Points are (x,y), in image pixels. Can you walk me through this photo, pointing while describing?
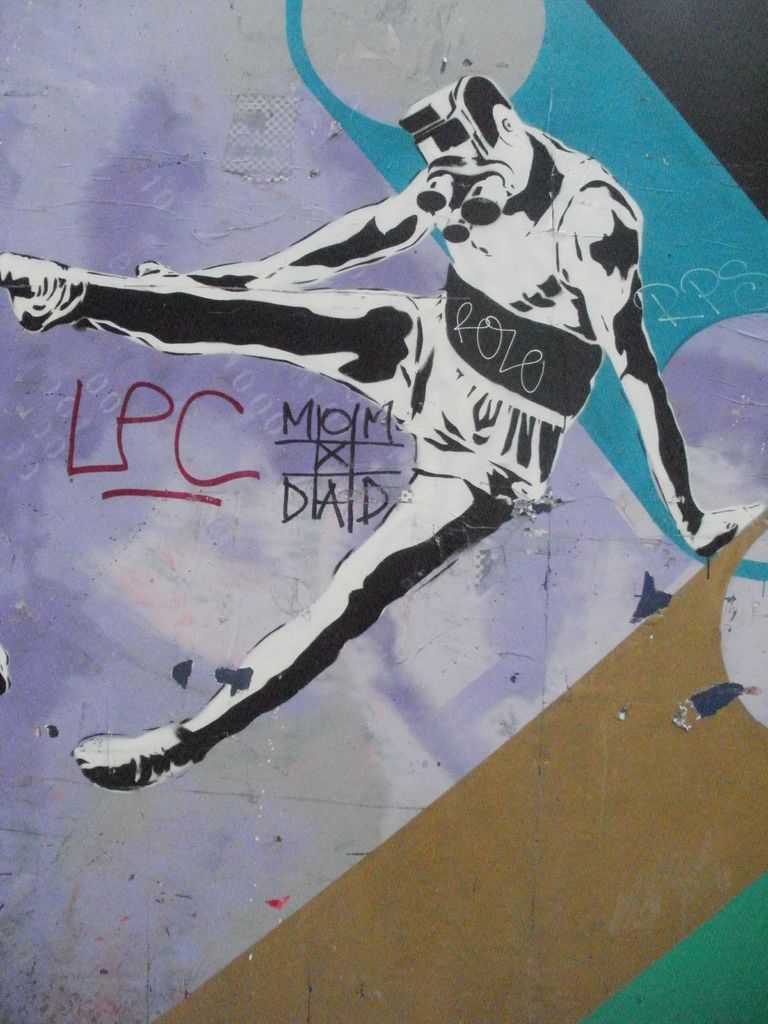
This is a poster (404,388) of a painting (370,341) of a person (339,371) and something is written.
